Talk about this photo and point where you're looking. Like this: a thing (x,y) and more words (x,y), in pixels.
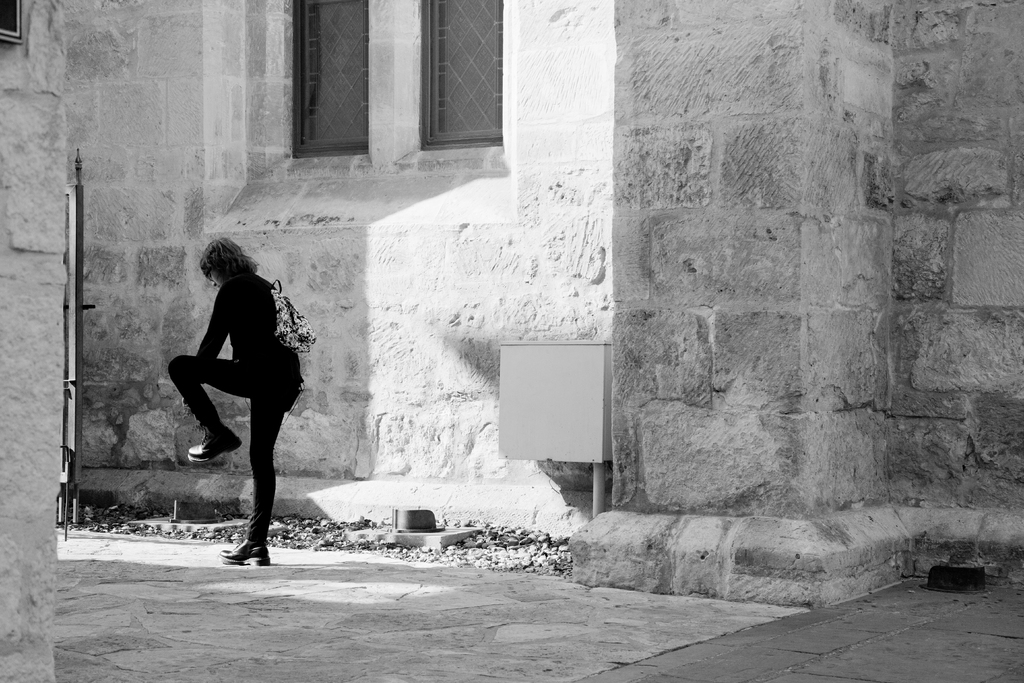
In this image there is a person (265,299) standing on the road (234,574) and wearing a bag (280,307). On the left (9,345) and right side of the image (695,405) there are buildings (695,405), there is an object (588,421) in front of the building (590,338). On the left side of the image (64,343) there is a gate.
